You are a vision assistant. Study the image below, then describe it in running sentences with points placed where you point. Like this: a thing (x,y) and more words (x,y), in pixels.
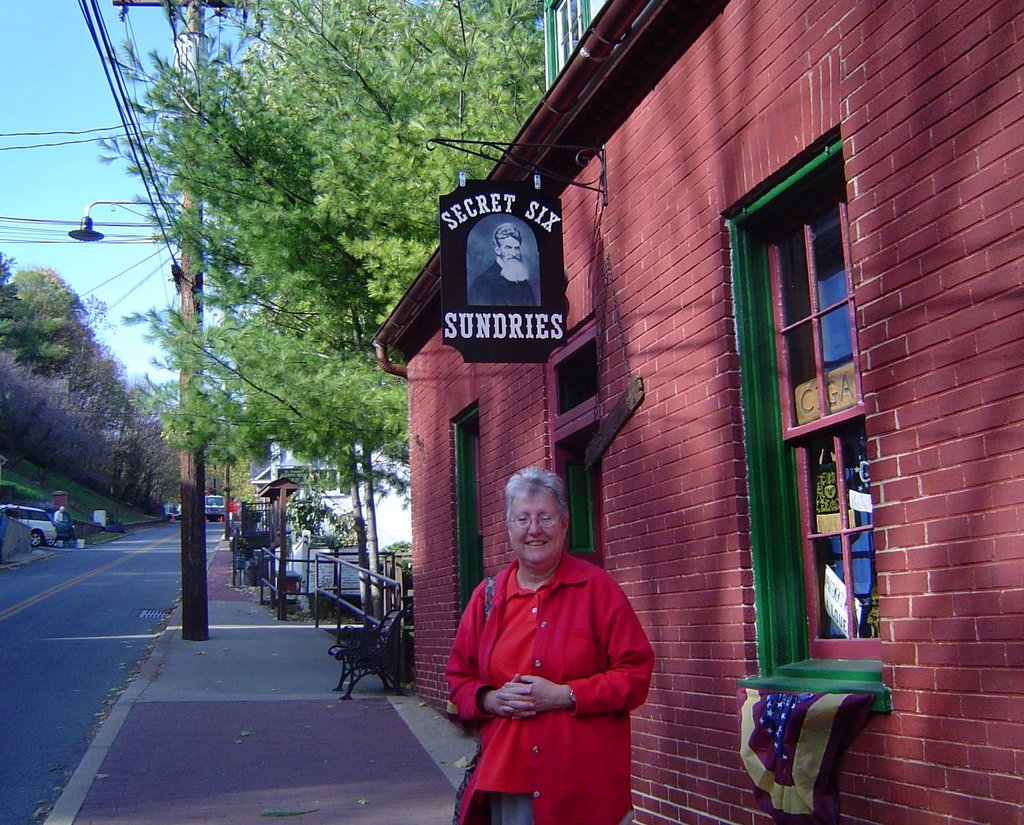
In this image I can see a woman (499,647) is standing in the front (471,630) and I can see she is wearing red colour dress (595,713). Behind her I can see few buildings (907,575), few trees (314,231), few poles (185,518), few wires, a board (482,267) and on it I can see something is written. On the left side of a road (81,573), few vehicles (211,497), few more trees (129,479), few people (57,510) and the sky (44,166). I can also see a light (101,234) on the left side of this image (92,219).
